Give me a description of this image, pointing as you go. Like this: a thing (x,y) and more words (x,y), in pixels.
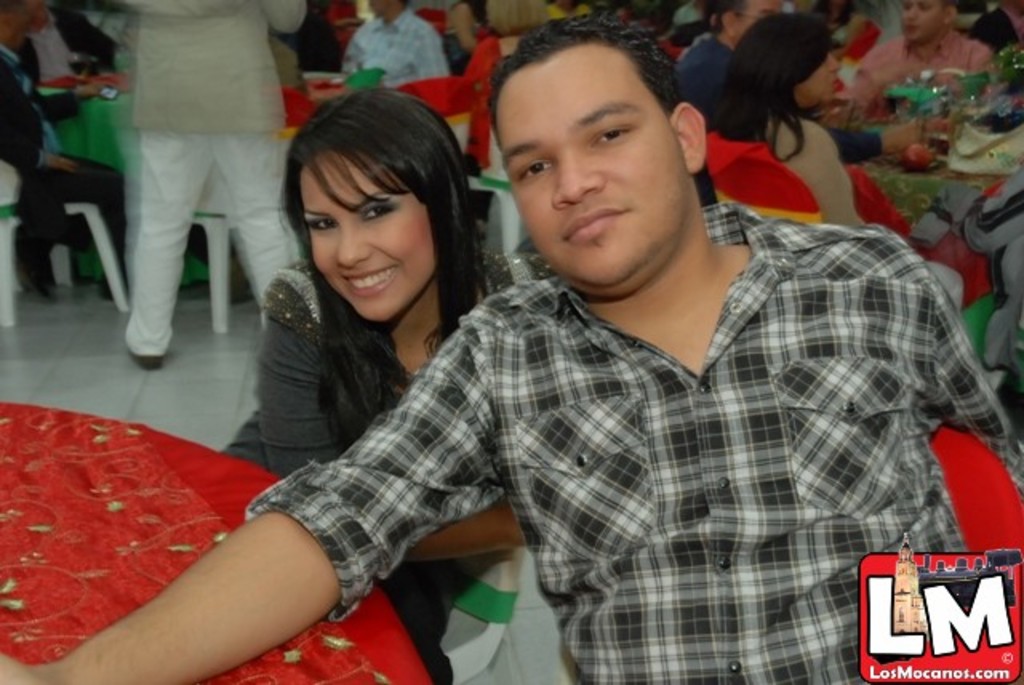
In the foreground of the picture (582,514) there are chair (977,547), table (378,628), woman (361,312), man (611,425) and another chair (488,591). On the right (909,614) there is a logo (932,606). In the background (864,104) there are people (714,71), chairs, tables (886,159), glasses (967,88) and many other objects (903,87).
